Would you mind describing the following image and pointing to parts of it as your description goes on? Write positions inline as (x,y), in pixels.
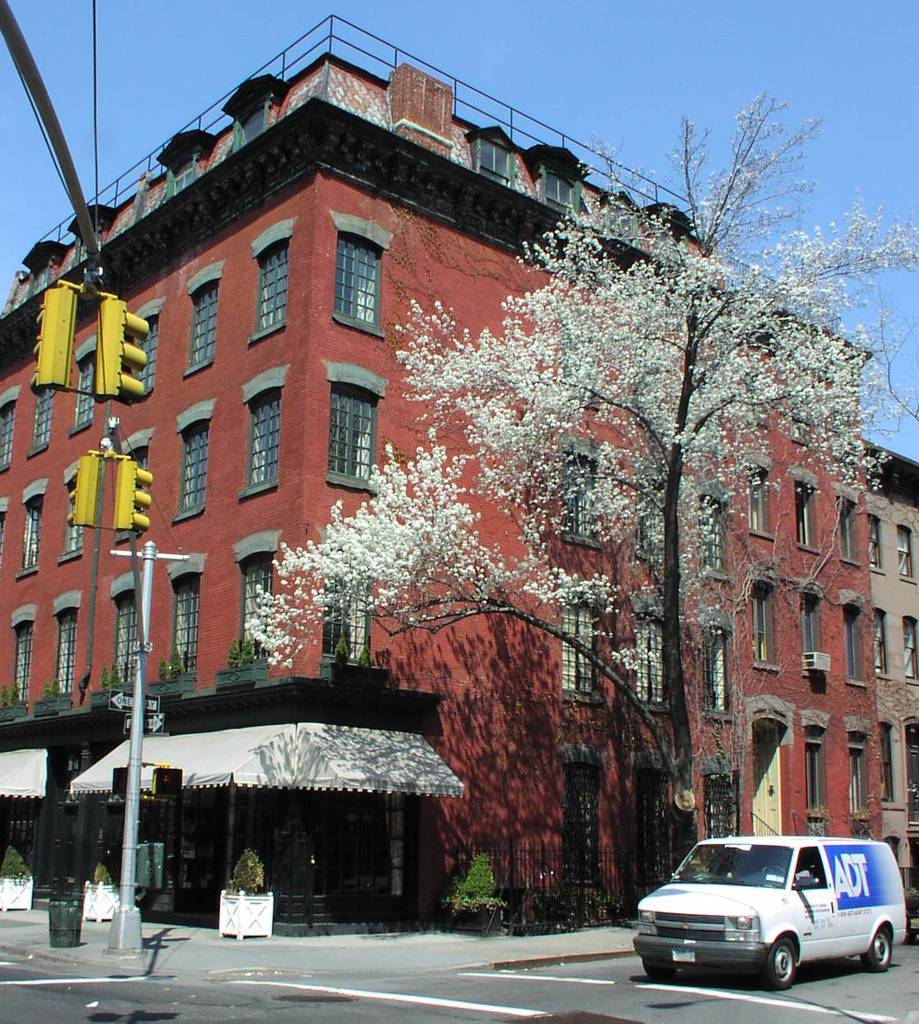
In this image there is a building (420,883), trees (447,563), plants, signal lights (134,471), poles (23,50), vehicle (883,850), railing (632,908), sky (8,217) and objects (58,923).
